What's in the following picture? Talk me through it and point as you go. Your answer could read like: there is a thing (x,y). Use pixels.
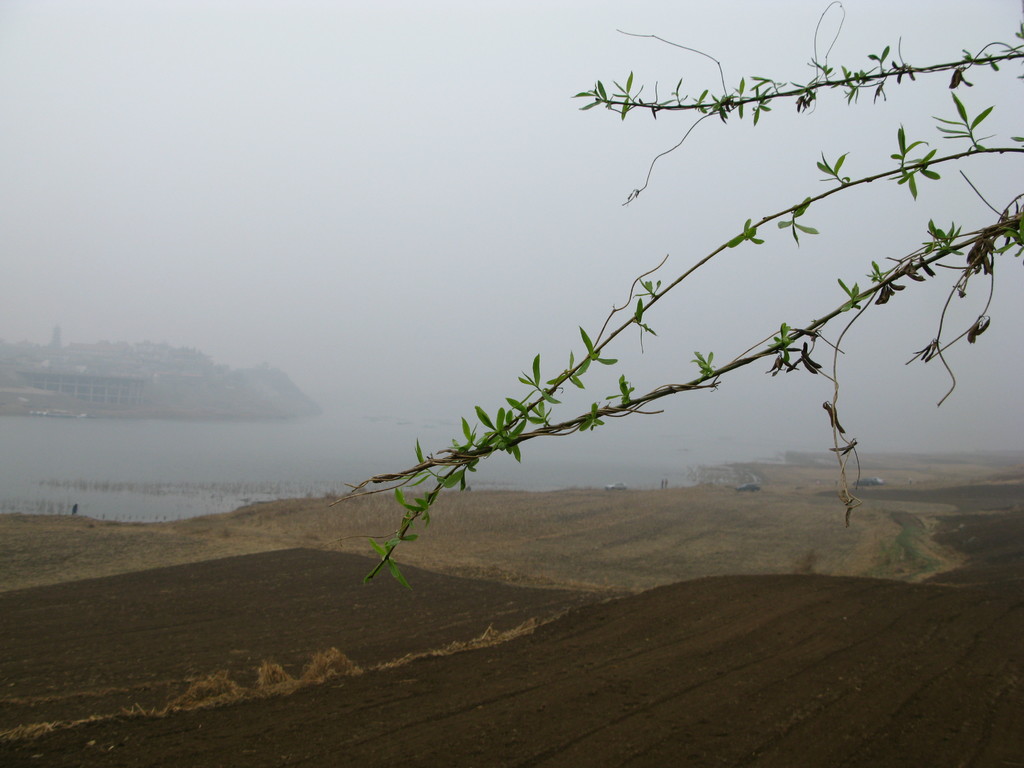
In the foreground (759,346) there are stems (523,440) of a tree (915,273). At the bottom (462,547) there are fields (548,599). In the center of the background (220,466) there is a water body (373,437). In the background (116,403) towards left (136,375) there is a hill (212,377). It is foggy.
